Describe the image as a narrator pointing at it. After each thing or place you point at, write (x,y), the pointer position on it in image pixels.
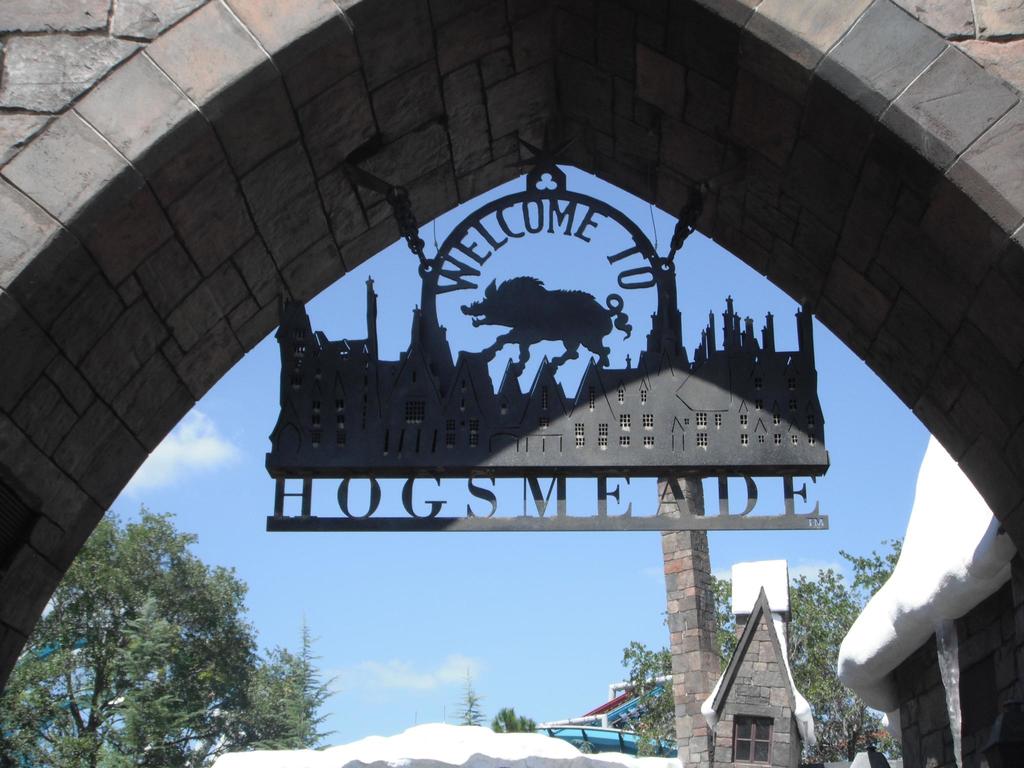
There is a welcome board (594,360) in the center of the image (491,278) under an arch (560,138). There are houses (776,663), trees (646,661), sky (505,644) and snow (462,740) in the background area (556,687).
